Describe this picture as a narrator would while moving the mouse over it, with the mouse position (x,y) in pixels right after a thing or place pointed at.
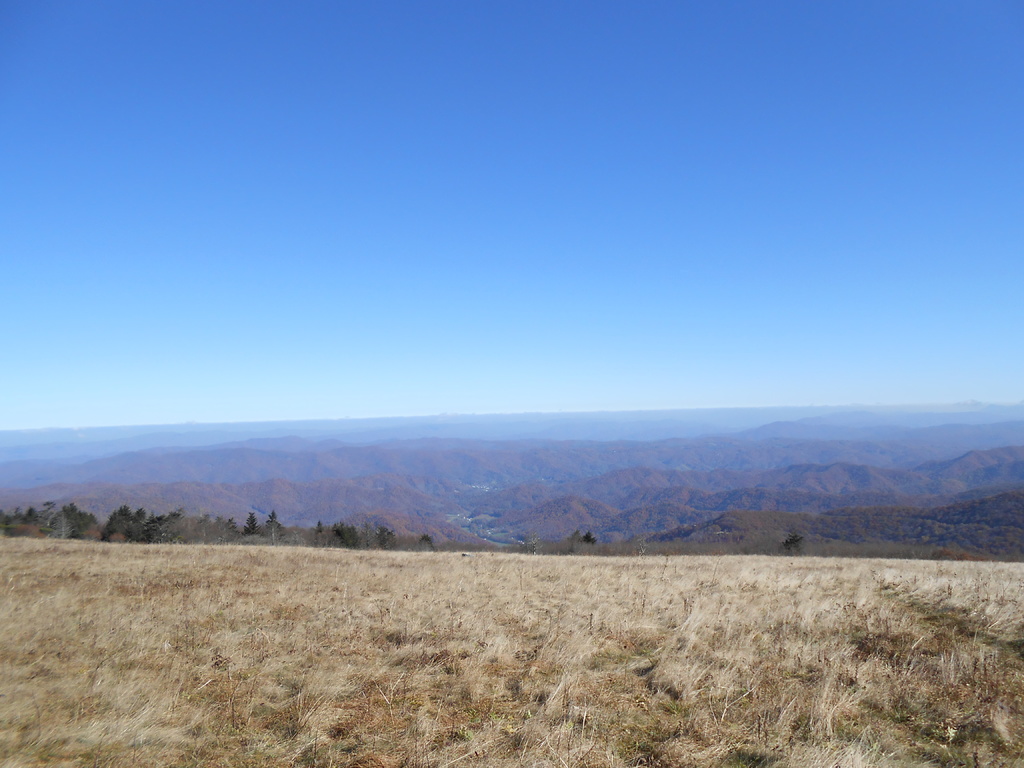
In this image we can see some trees (153,515) and mountains (537,489). At the top of the image (559,182) there is the sky (531,235). At the bottom of the image (625,643) there is the grass (536,676).
